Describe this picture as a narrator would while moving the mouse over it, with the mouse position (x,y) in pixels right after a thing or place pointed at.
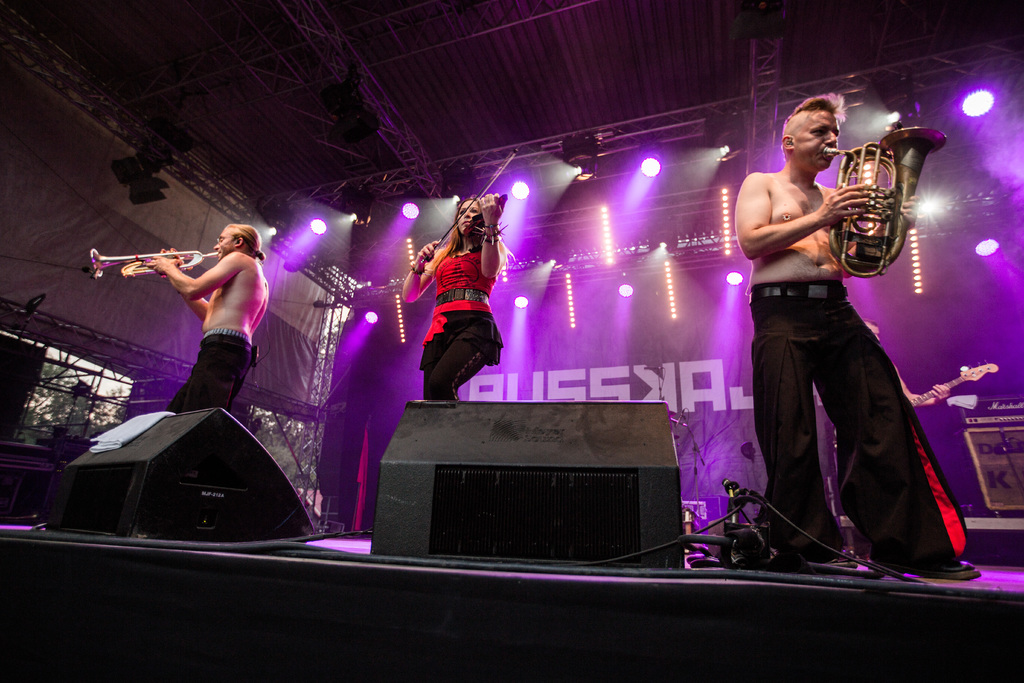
There are people (779,252) playing musical instruments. We can see cables (740,508), devices (668,474) and cloth (127,420) on the stage (887,579). In the background (702,468) we can see lights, rods (338,273) and banner (748,367). Left side of the image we can see trees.
